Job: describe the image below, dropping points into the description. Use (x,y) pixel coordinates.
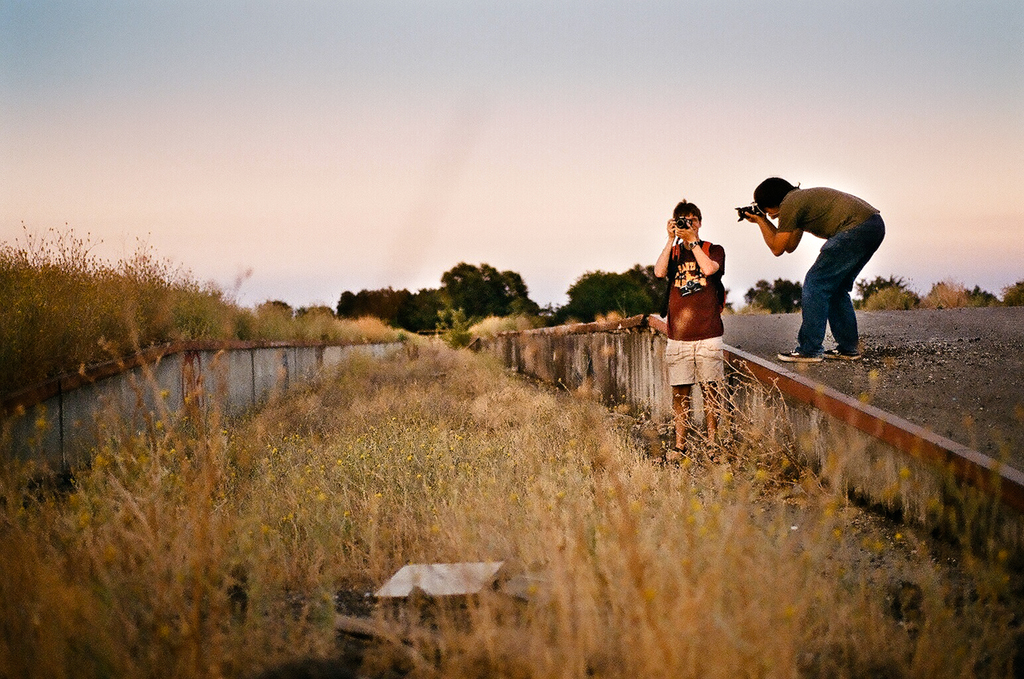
In this image we can see two persons (681,325) holding the cameras (751,212). We can also see the road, grass (340,465), trees (558,313) and also the sky (476,109).
